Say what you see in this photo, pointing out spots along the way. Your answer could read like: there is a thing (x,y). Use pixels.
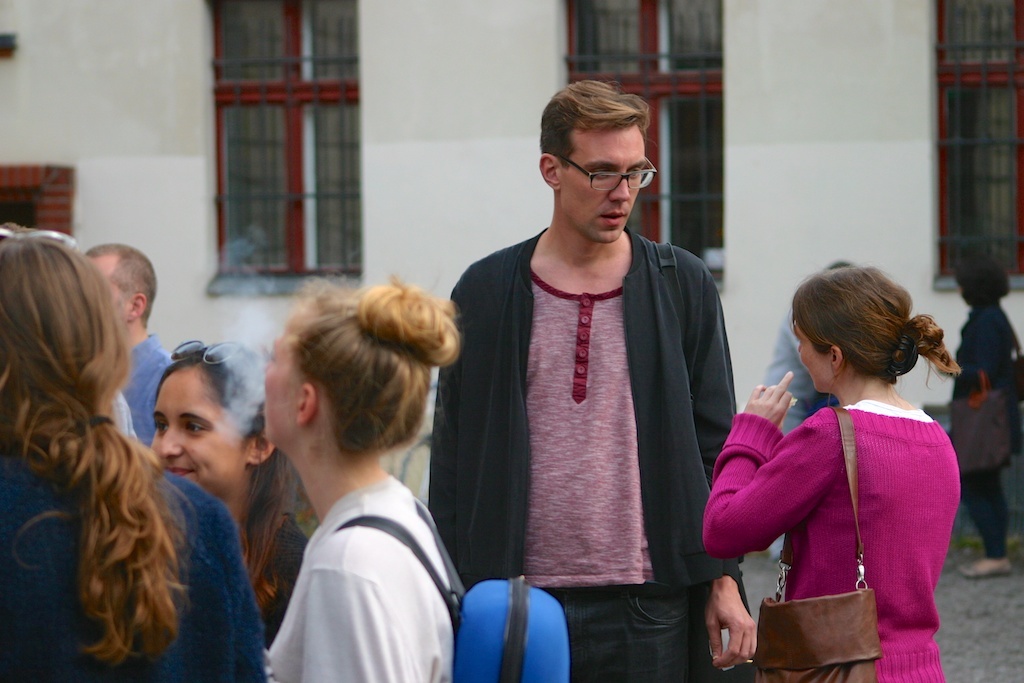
In this image I can see group of people (579,469) standing. In front (899,526) the person (915,528) is wearing pink and white color dress (940,552). In the background (679,202) I can see the building (857,121) and I can also see few windows (224,143).
